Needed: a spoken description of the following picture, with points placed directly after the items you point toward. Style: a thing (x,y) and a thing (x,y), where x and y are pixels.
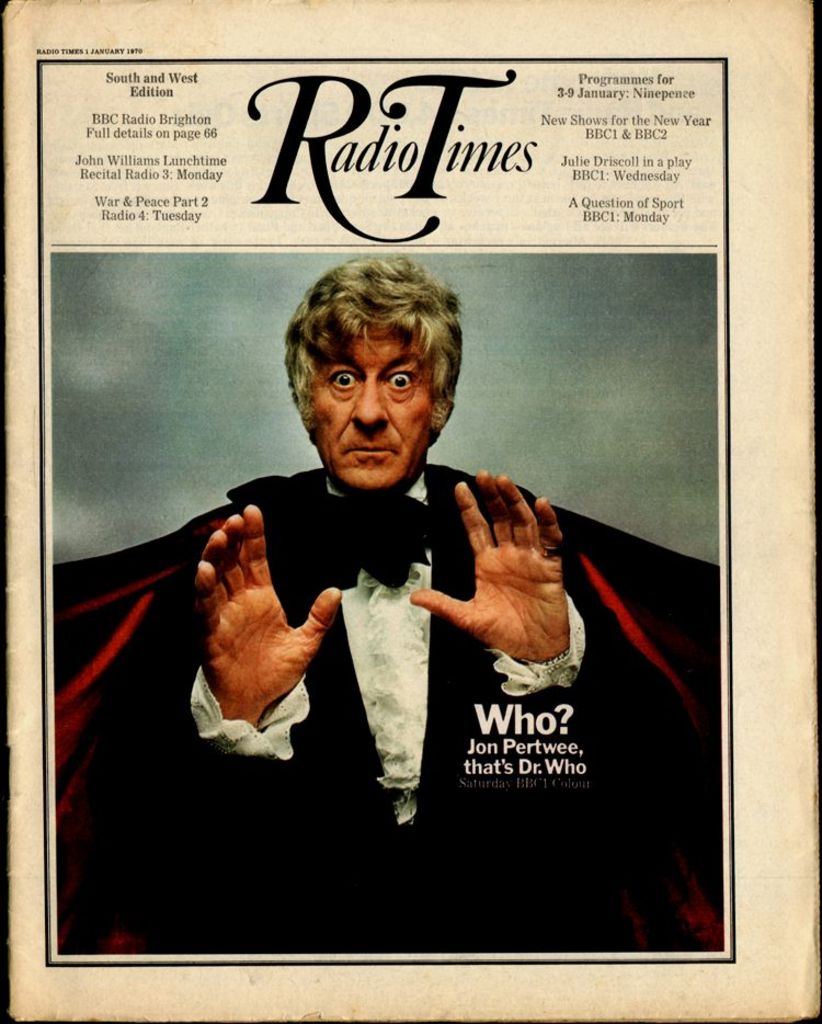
This is a poster and in this poster we can see a man (536,501) showing his hands (466,509) and some text (164,136).
